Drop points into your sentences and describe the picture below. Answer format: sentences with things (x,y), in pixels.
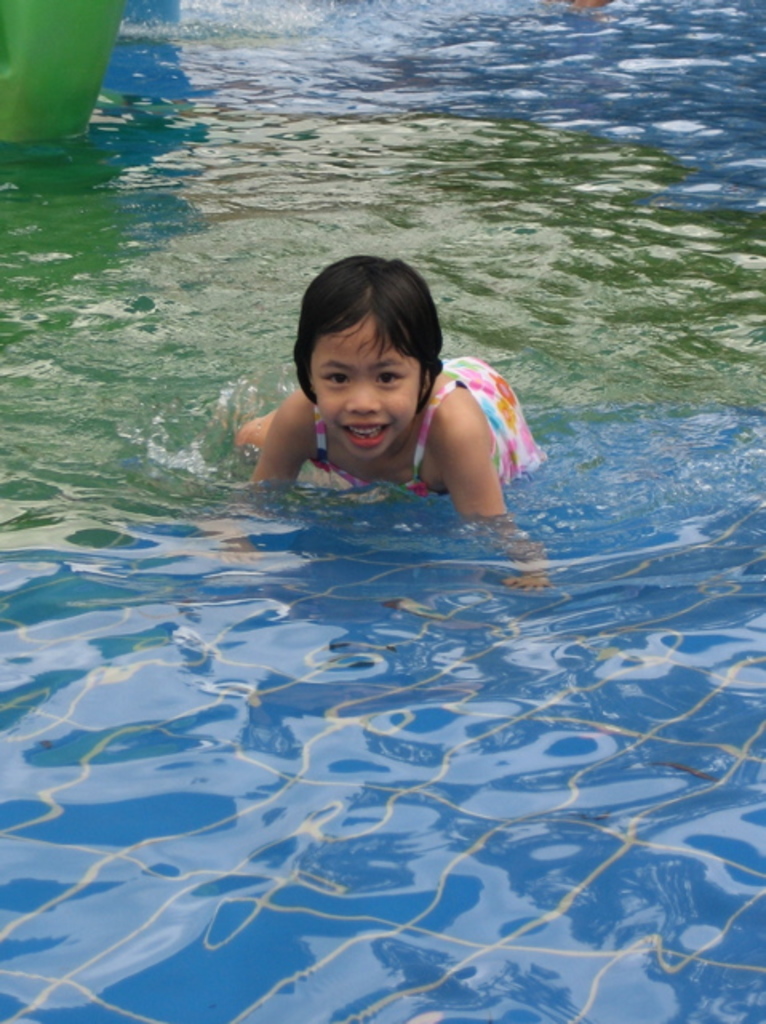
In this image we can see a girl (370,406) crawling in water (351,545).
